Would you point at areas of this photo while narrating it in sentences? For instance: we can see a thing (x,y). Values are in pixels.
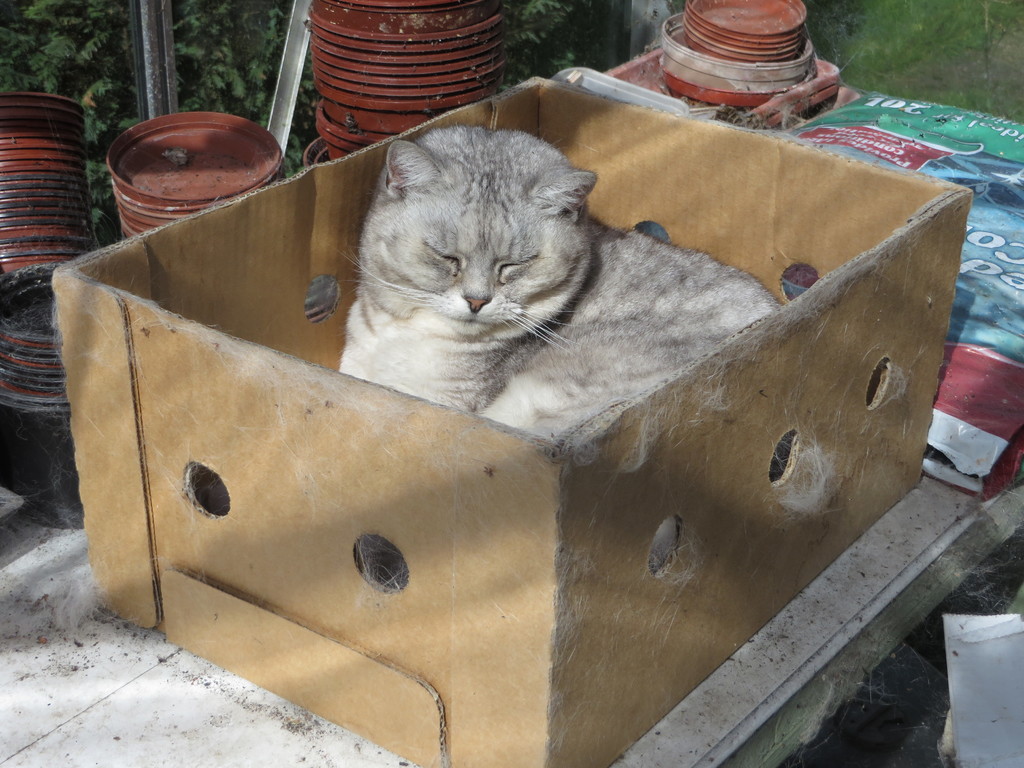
Here in this picture we can see a cat (501,301) present in a cardboard box (621,426), which is present on the table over there and beside that we can see something's present and we can also see a cover (931,122) present on the table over there and we can see plants (128,84) over there.
